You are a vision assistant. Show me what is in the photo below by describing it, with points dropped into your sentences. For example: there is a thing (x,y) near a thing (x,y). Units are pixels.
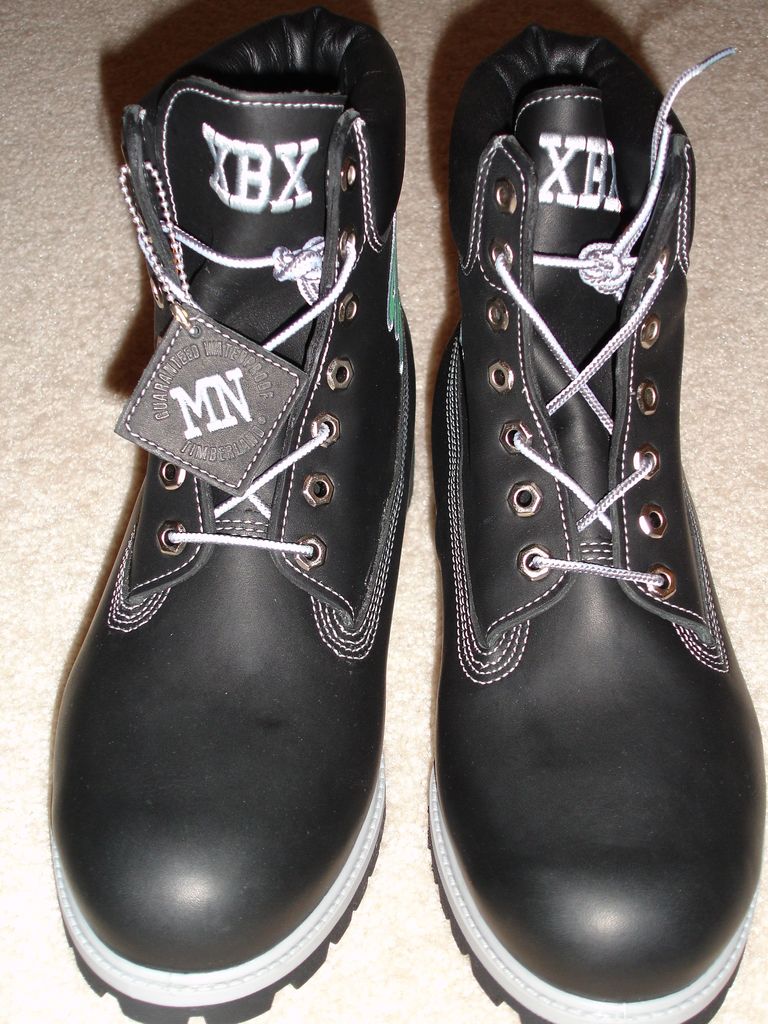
In this image we can see there is a couple of shoes (474,477) on the floor (415,579).
